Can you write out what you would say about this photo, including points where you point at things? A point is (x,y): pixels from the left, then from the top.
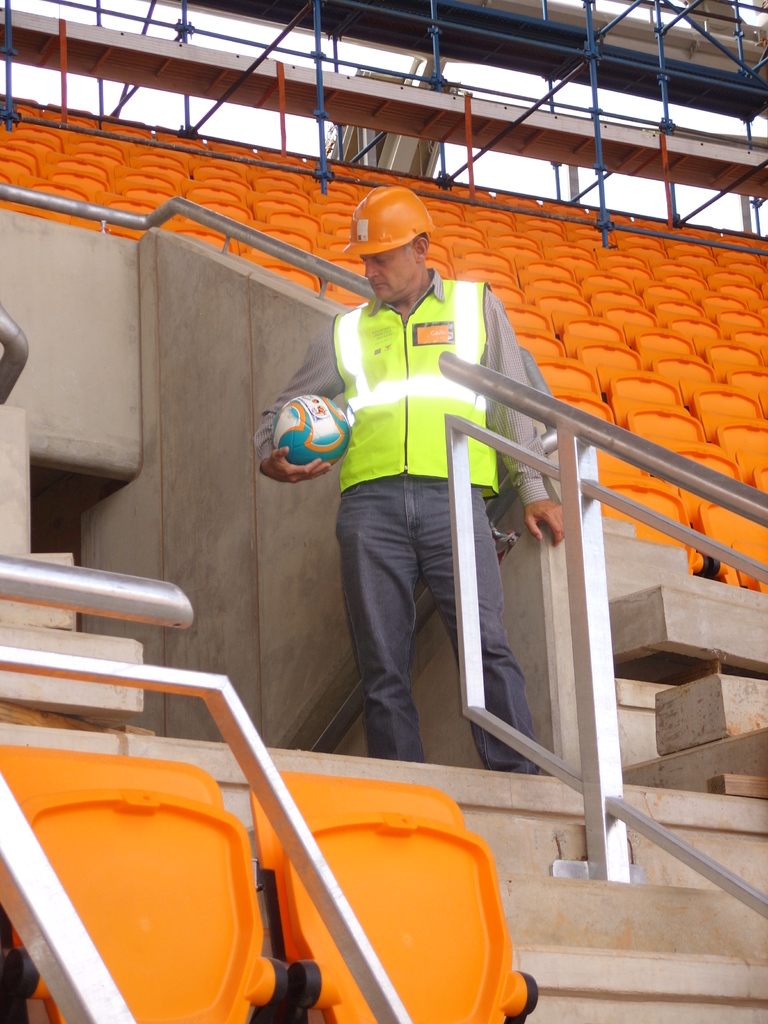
In this image I see a man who is holding the ball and standing over here. In the background (347,234) I see lot of chairs (324,241) and stairs (28,702) over here.
